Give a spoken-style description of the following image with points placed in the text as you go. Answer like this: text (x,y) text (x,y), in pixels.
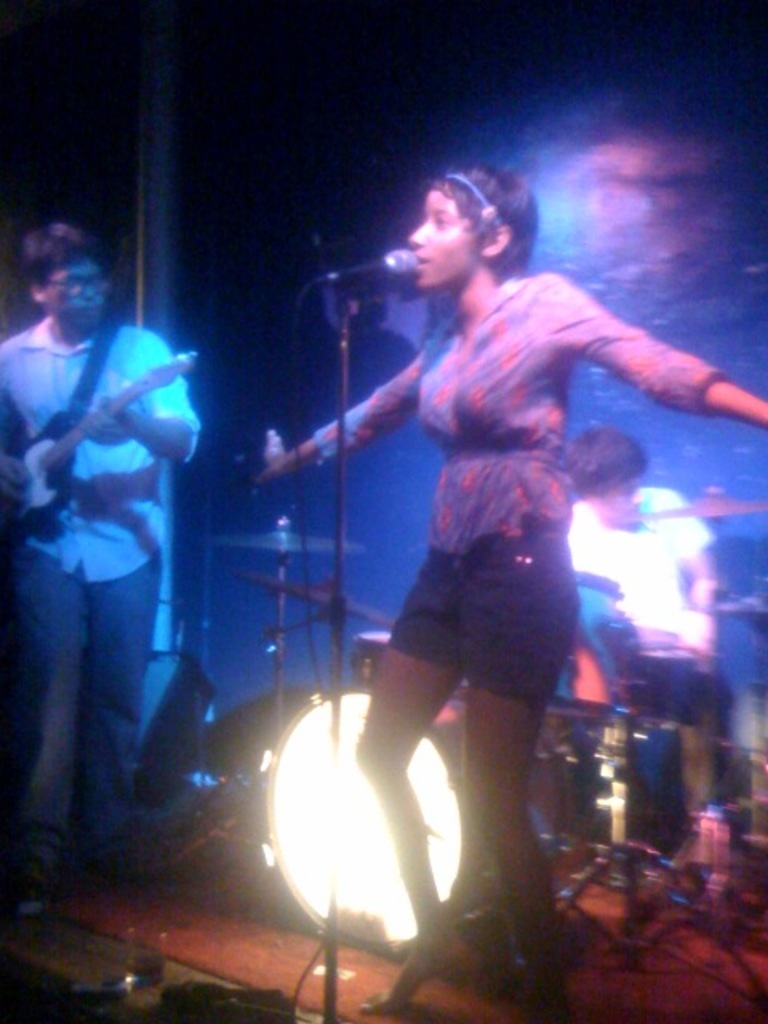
In the image there are three people (449,520) one woman (474,420) and two men (627,579). In the image there is a woman (543,337) standing in front of a microphone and opened her mouth (422,265) for singing behind the woman (468,461) there is a man (602,524) who is sitting and playing his musical instrument (661,663). On left side (133,430) there is another man (152,485) who is holding his guitar (107,414) and playing it on bottom (283,830) we can see a light (347,823).
